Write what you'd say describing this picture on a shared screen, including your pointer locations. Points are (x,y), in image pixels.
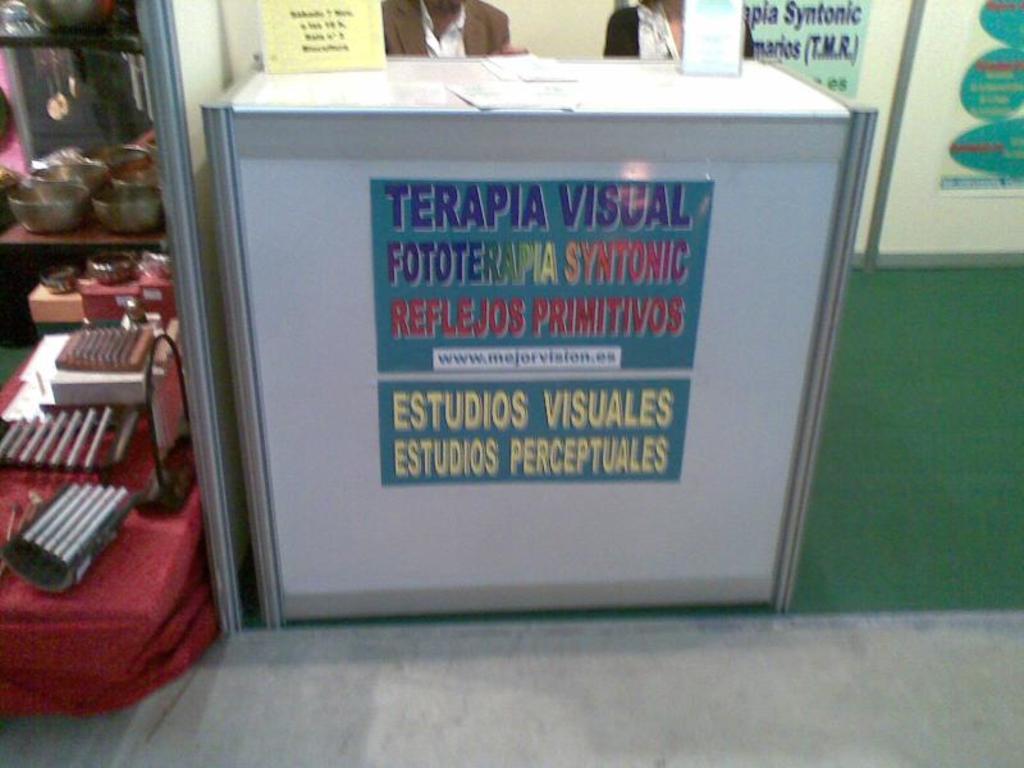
In the picture I can see a table (429,181) which has something written on it and there are few papers (524,61) and some other objects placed on it and there are few other objects (79,183) placed in the left corner (69,288).
